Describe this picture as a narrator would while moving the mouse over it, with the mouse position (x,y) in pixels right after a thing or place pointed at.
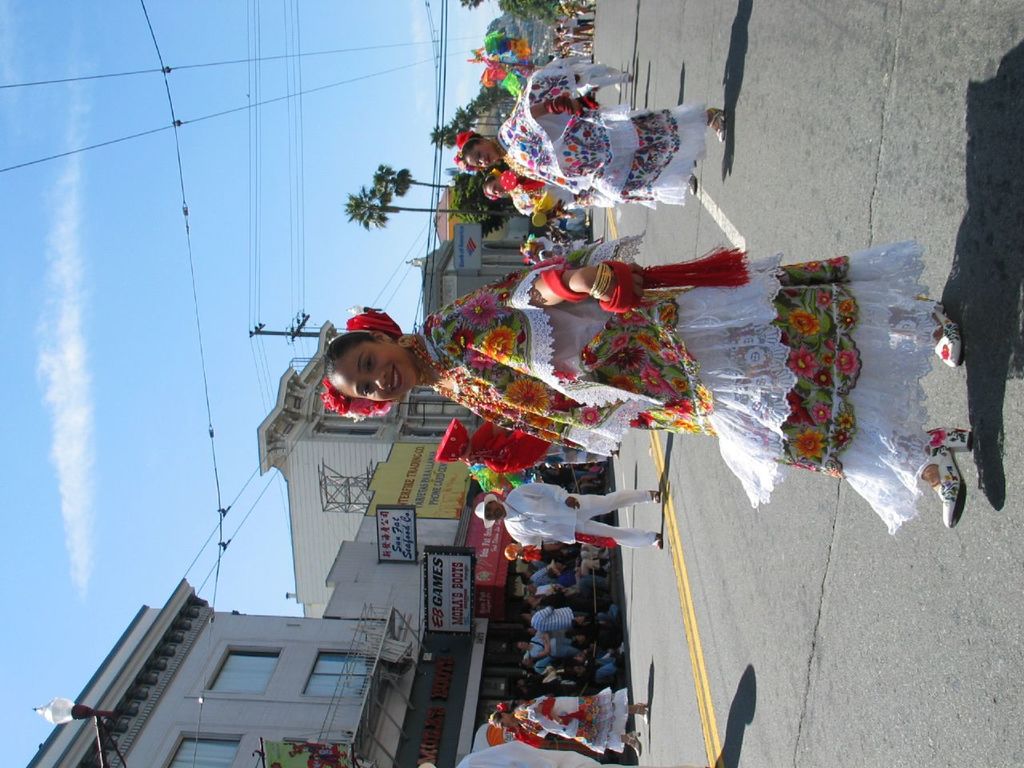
In the center of the image (509,421) we can see some people (578,316) are dancing and wearing costume (521,348) and holding the objects (629,282). In the background of the image (458,293) we can see the buildings (494,240), poles (302,315), wires (424,275), trees (400,210), boards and a group of people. On the right side of the image (690,48) we can see the road (937,49). On the left side of the image (180,243) we can see a light (63,701), rod (94,719) and clouds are present in the sky (293,232).
